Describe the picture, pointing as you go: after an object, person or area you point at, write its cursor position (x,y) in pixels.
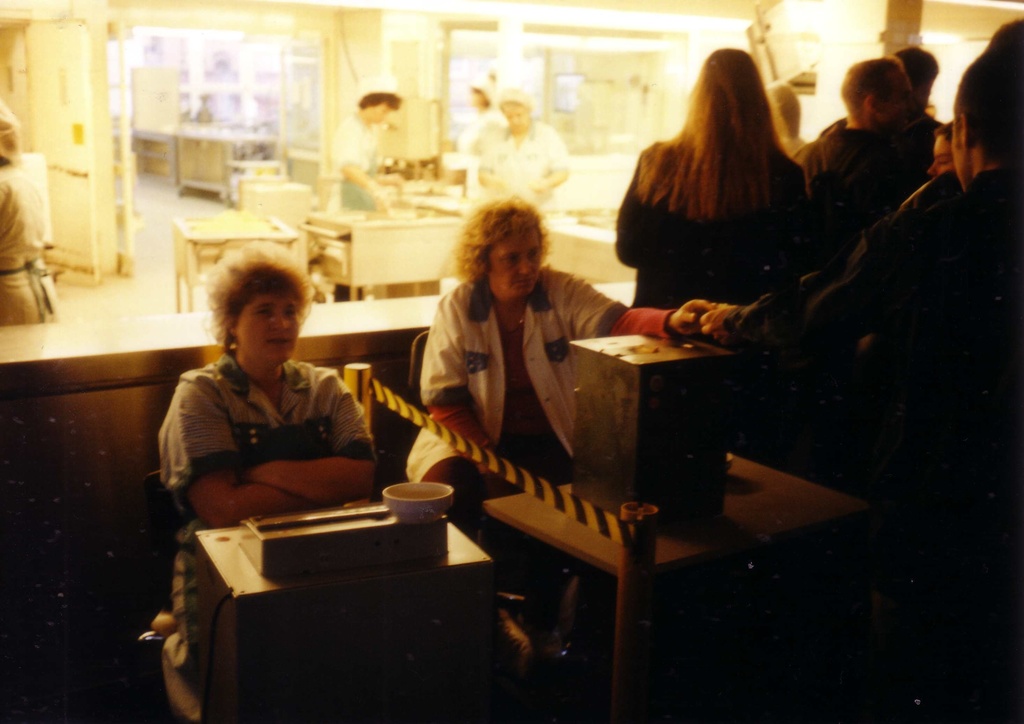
In this picture we can see some people (778,169) are standing on the right side (702,172), there are two persons (470,339) sitting on chairs (418,388) in front of tables (565,522), there is a box (716,450) present on this table (758,506), on the left side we can see a bowl (421,494), in the background (547,158) we can see three more persons (482,146) are standing.
